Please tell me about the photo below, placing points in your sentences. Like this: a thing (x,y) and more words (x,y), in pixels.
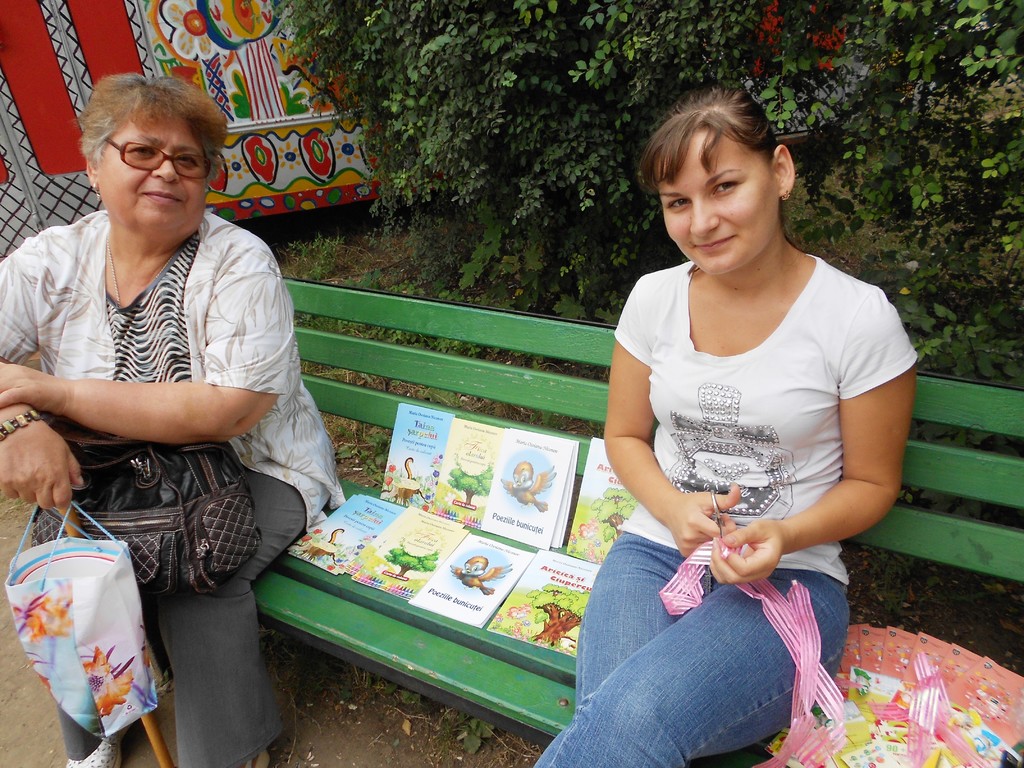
This picture is clicked outside. In the foreground (251,258) we can see the two people (744,375) holding some objects (95,499) and sitting on the bench (451,639) and we can see the books (438,544) and some items (963,724) are placed on the bench (373,492) and we can see the text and some pictures (552,623) on the covers (417,516) of the books (402,525). In the background (481,67), we can see the trees (556,47) and some other items (233,94).
